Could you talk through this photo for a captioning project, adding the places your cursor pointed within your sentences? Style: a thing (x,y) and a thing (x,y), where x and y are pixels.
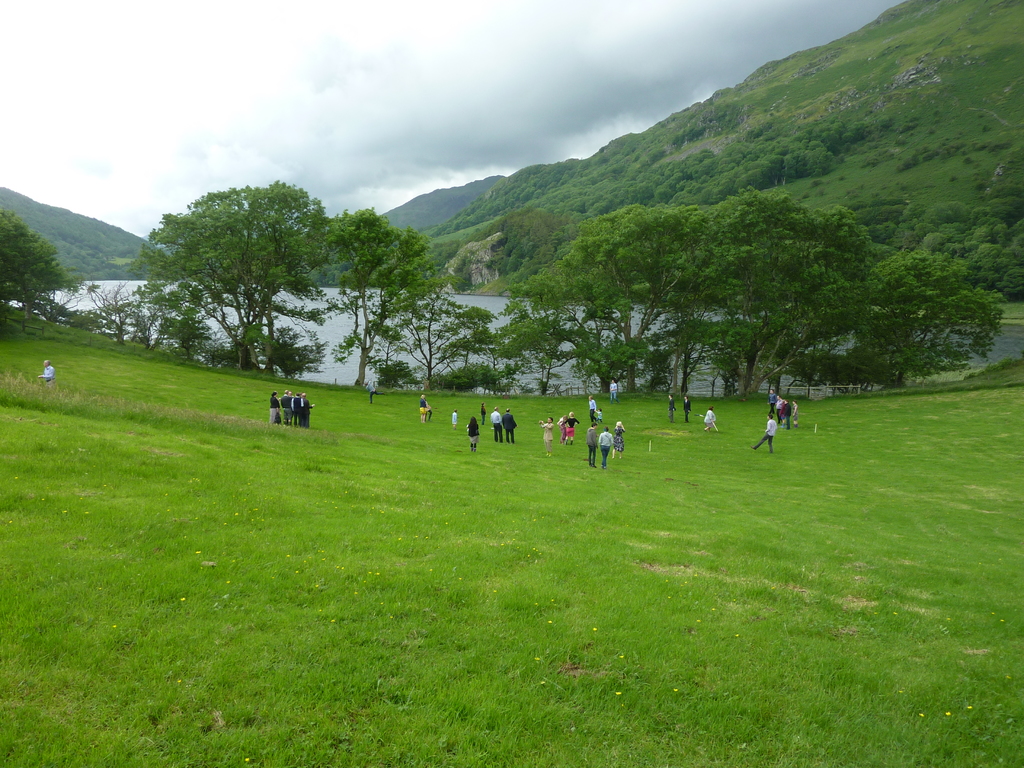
In this image there are people (689,413) standing on the grass (495,573). In the center of the image (489,302) there is water (329,363). In the background of the image (570,216) there are trees (536,327), mountains (421,206) and sky (385,66).
